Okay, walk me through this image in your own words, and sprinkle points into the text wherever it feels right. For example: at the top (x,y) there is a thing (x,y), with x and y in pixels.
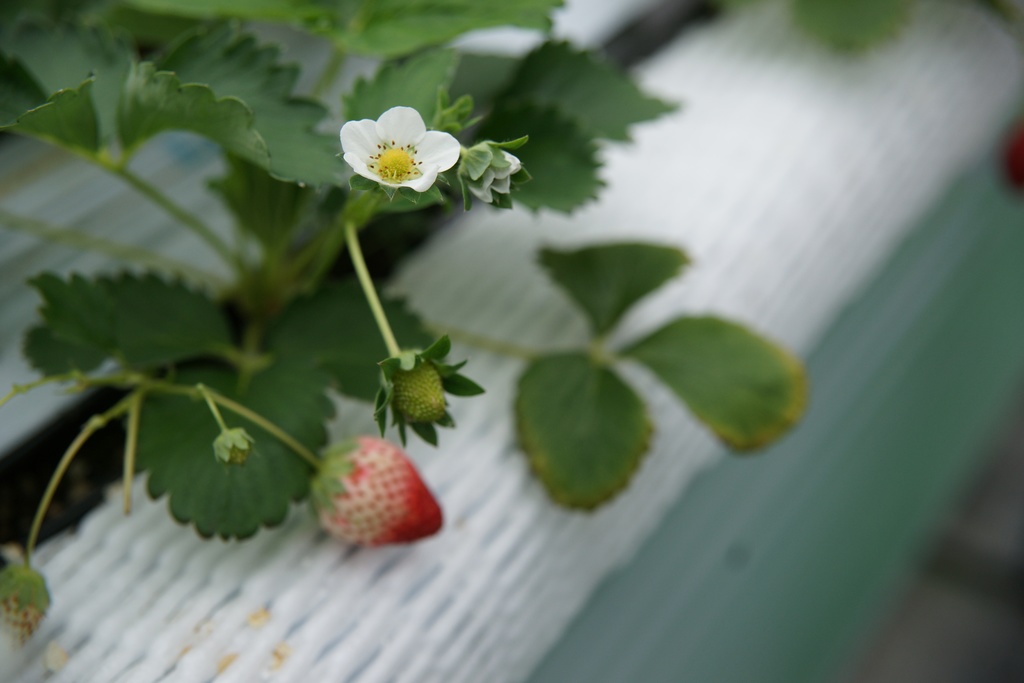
In this image, we can see flowers (488,187) with stems (367,270) and leaves (353,297). Here there is a strawberry (386,511). Background (1009,111) there is a blur view.
